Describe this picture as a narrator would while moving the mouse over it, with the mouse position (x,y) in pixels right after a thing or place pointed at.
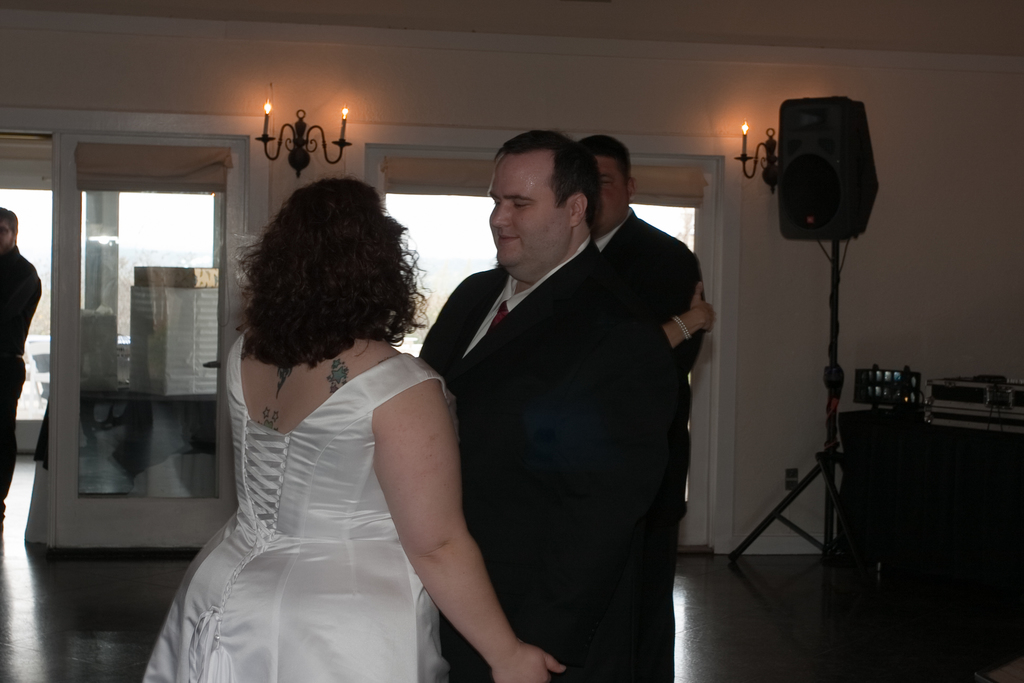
In this image there is a couple (494,418) who are standing on the floor (98,569). In the background (134,253) there is a glass door (102,239). On the right side (841,376) there is a speaker (810,195) kept on the stand (840,370). Beside it there is a table (900,428) on which there is a box (940,397). At the top (298,156) there is a candle stand (302,140) with the candles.
